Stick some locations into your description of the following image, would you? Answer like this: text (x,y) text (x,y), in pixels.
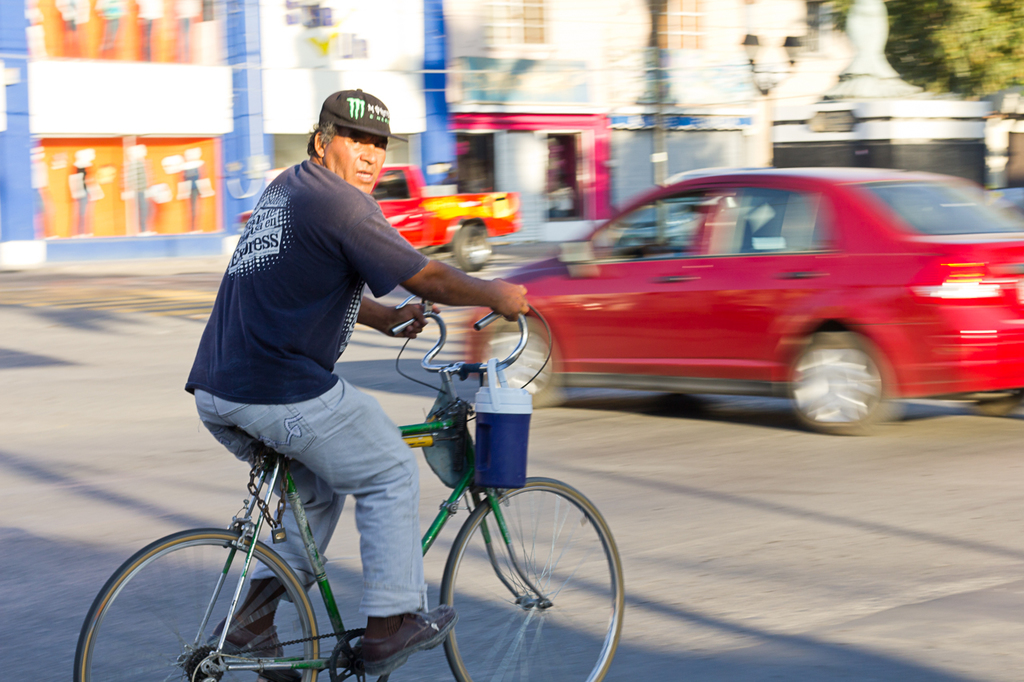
In this picture i could see a person (303,342) riding a bicycle (465,479) in front of him there is a red colored car (707,293) in the background (230,127) i could see a building (413,83) and a truck (427,214) parked in the right corner (943,50) i could see some trees (948,41).
